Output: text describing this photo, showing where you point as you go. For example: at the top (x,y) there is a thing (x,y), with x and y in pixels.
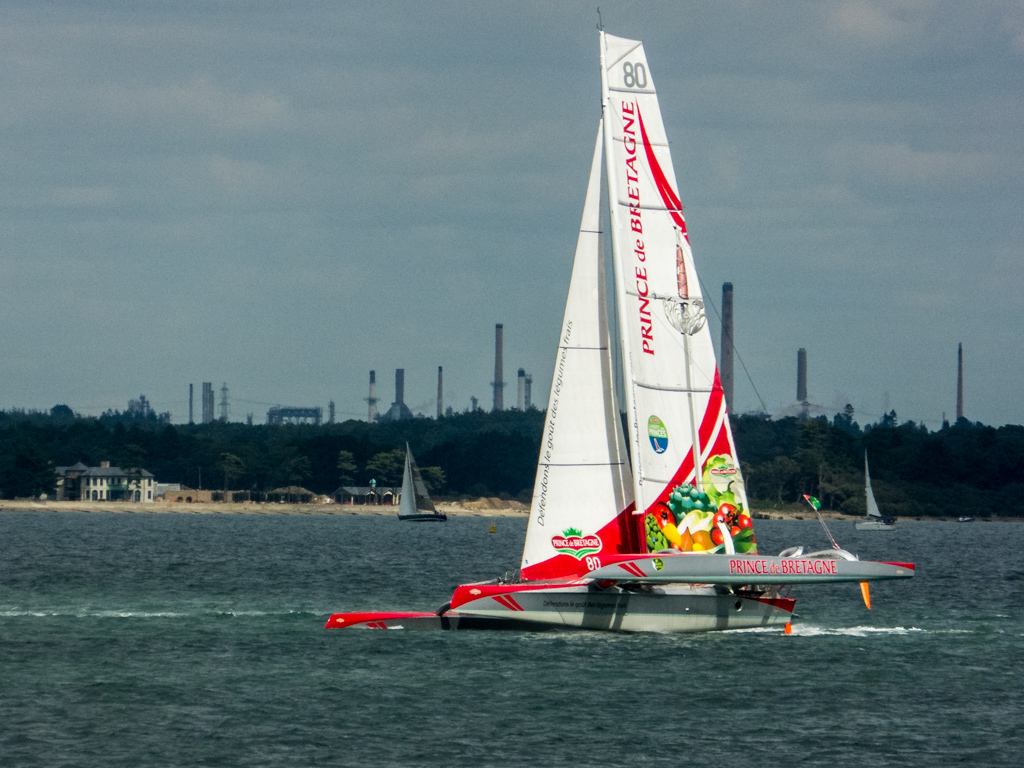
In this image, we can see boats (437,612) on the water (298,661) and in the background (860,474), there are trees (860,474), buildings (86,474) and towers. At the top (350,189), there is sky (301,195).
